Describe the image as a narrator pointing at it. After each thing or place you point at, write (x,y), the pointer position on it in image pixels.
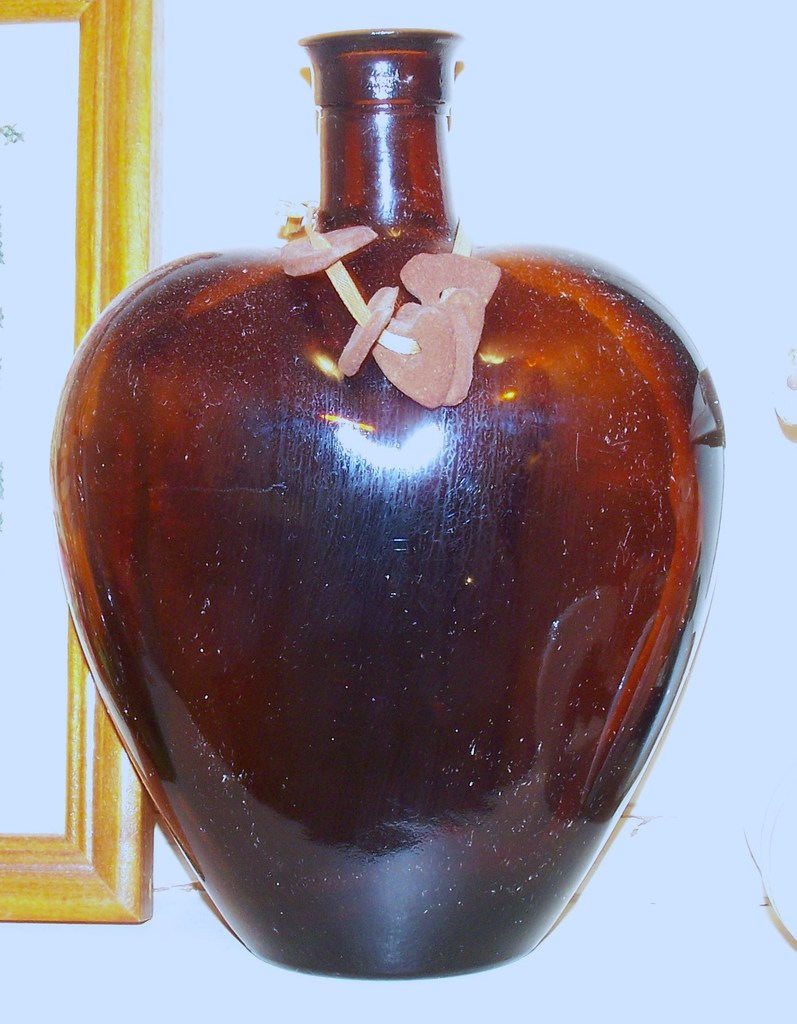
In this image there is a glass bottle (325,525) in the middle (402,598). On the left side (70,251) there is a frame (97,192). On the glass bottle (317,313) there are some flowers (377,329).
